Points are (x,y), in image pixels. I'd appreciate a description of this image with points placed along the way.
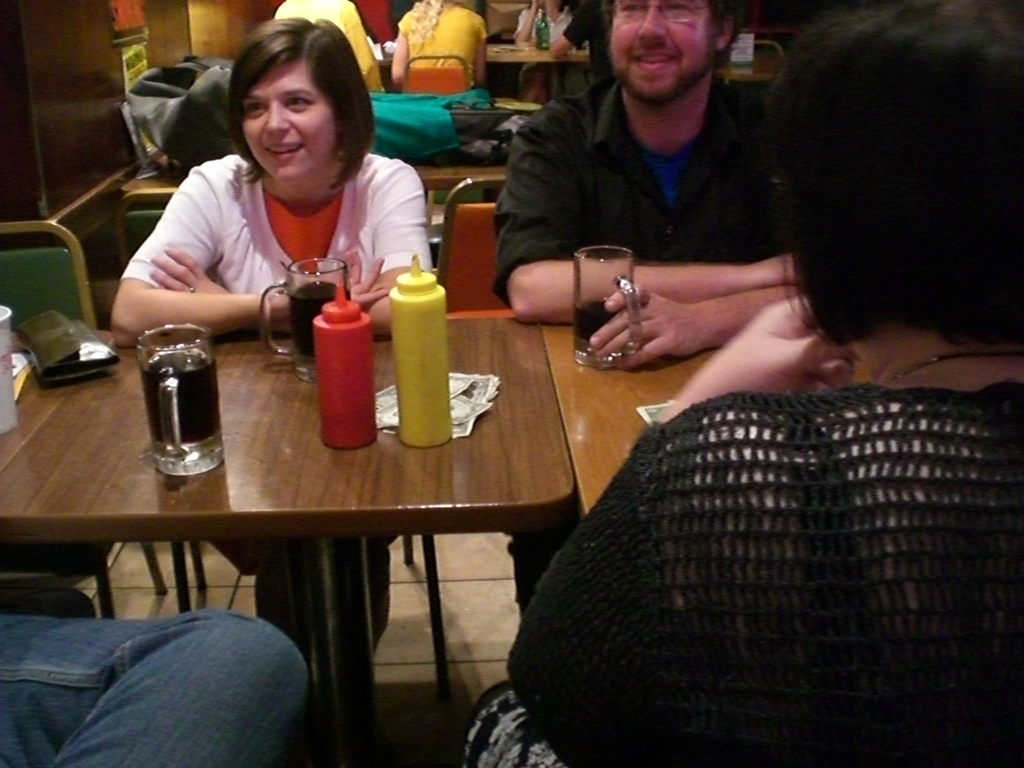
Persons (690,114) are sitting on chair (11,270). The man (708,196) in black shirt (664,218) is holding a glass (598,264) with liquid (585,315). On this tables (456,454) there is a wallet (67,339), cups (189,389) with liquid (305,322), money (473,384) and bottles (361,361) in red and yellow color. Backside of this two persons (278,182) there is a table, on this table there are bags (381,119).
